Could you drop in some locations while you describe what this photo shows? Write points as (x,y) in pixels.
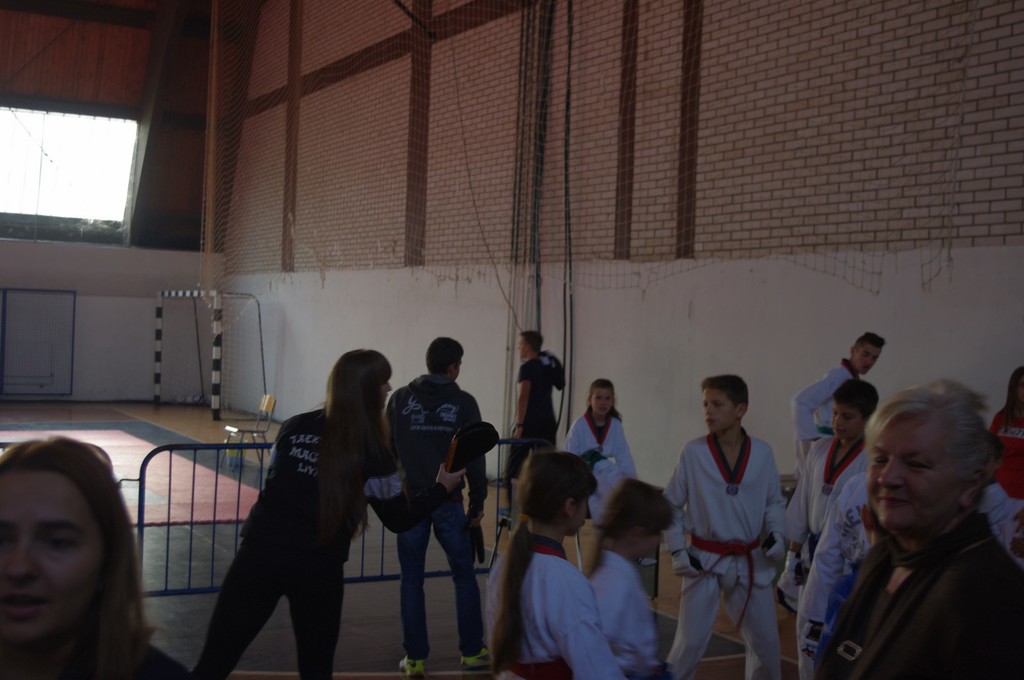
In this image I can see a group of people (436,535) are standing among them some are wearing white color clothes (714,584). In the background (468,246) I can see a brick wall (449,248), fence (144,470) and some other objects (202,401) on the floor (140,422).
